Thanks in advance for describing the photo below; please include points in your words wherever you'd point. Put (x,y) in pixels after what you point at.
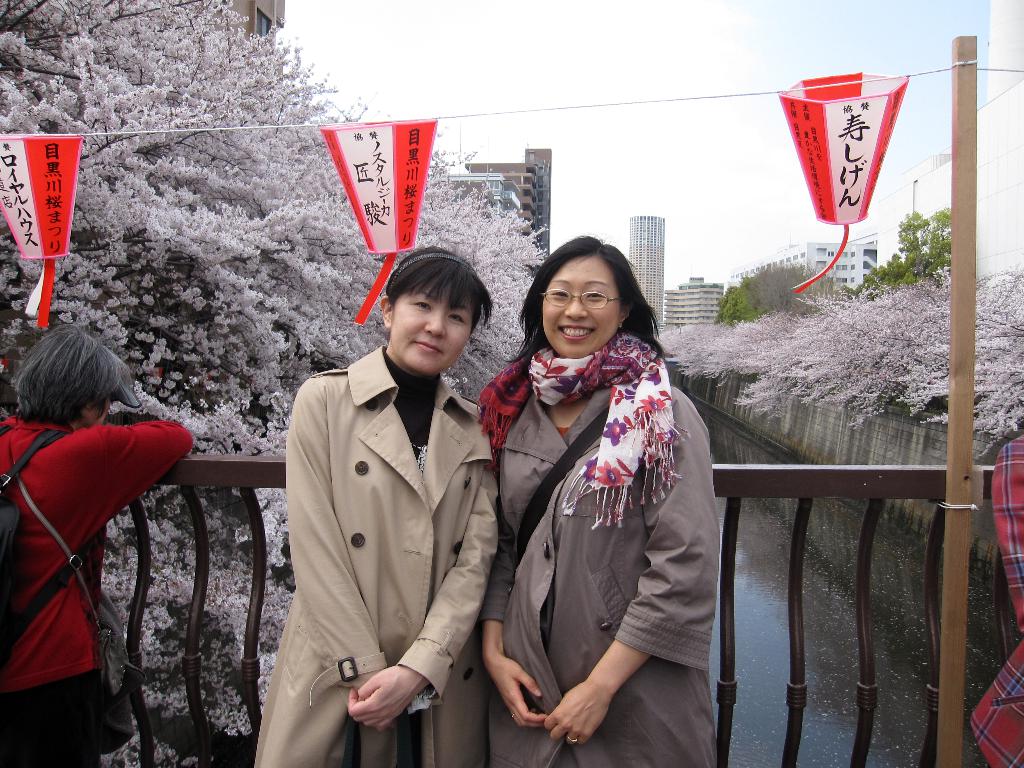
In this picture there are two women (387,494) who are standing near to the fencing (872,495) and both of them are smiling. On the left (127,404) there is a person (98,503) who is wearing red t-shirt (70,488), bag (13,519) and trouser (23,719). In the back (150,314) I can see the white color and green color trees (741,296). In the background (831,287) I can see the skyscrapers buildings (795,252) and poles (970,173). In the center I can see the red color flags (34,189) which are hanging from a string (123,131). At the bottom (809,646) I can see the water (818,597). At the top (737,56) i can see the sky (588,39) and clouds (501,81).
